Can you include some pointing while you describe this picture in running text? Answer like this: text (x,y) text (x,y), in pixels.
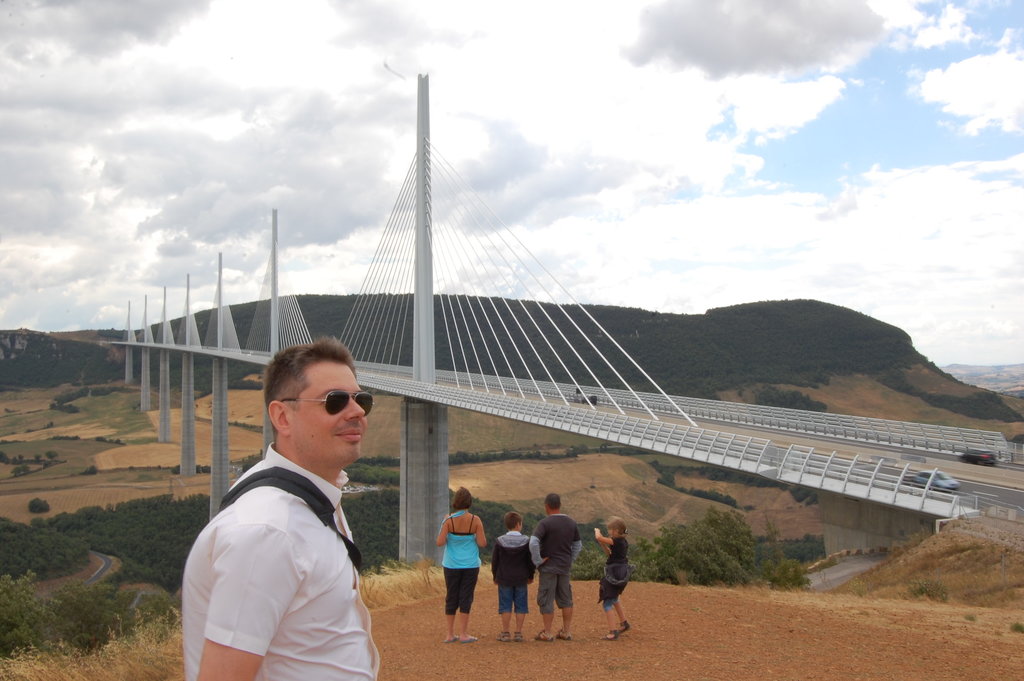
In this image we can see few persons (547,522) standing on the ground (654,595), a person (315,459) is wearing a bag (297,479), there is a bridge (413,346), and there are some mountains (353,317), trees (25,602), and plants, we can see the sky (938,352).
